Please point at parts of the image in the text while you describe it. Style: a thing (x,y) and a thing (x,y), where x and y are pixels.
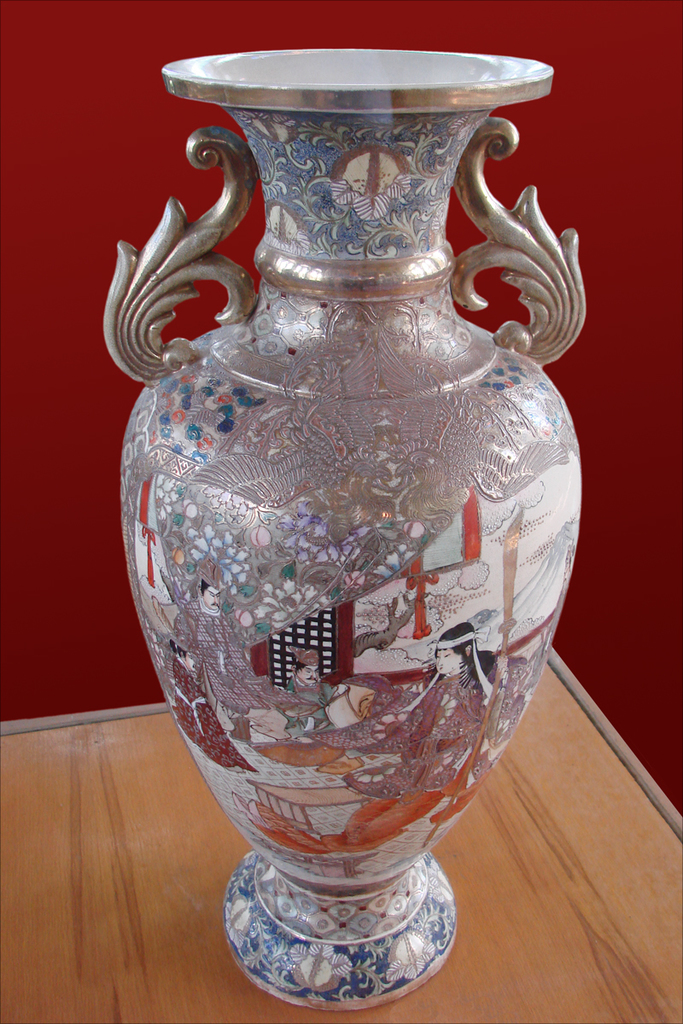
In this image we can see a vase (425,876) on the wooden surface (580,961). We can see red color wall (660,220) in the background (610,554).
